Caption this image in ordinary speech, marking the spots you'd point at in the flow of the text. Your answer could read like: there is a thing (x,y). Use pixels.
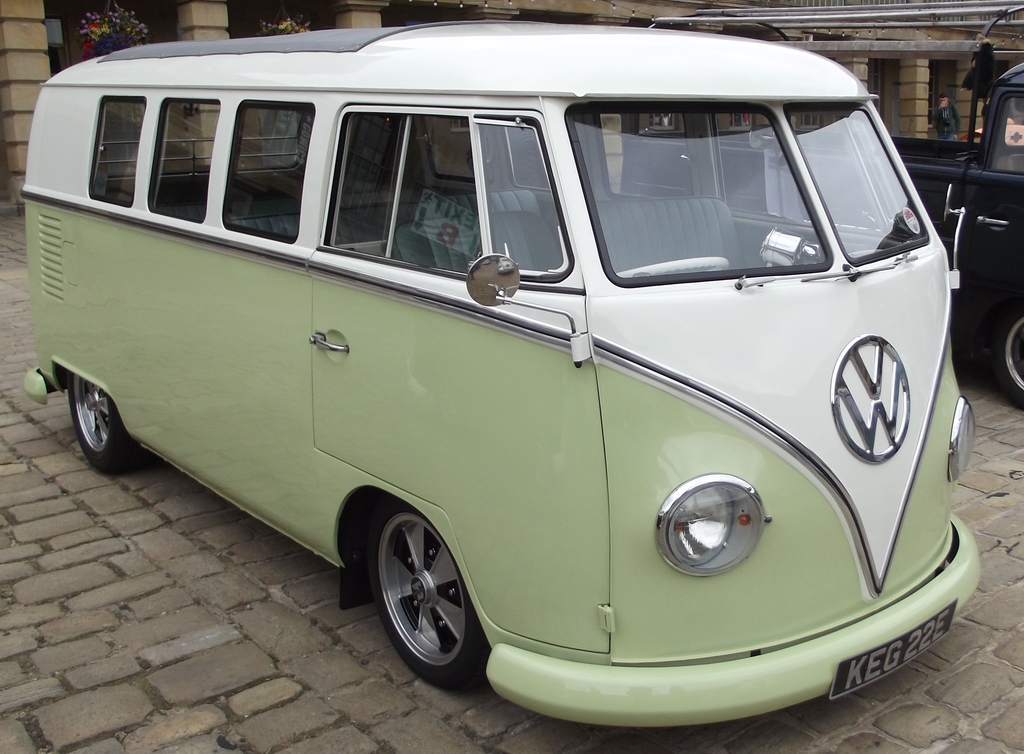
In the center of the image (429,359) we can see one vehicle (370,372), which is in green and white color. In the vehicle (549,235), we can see one banner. In the background (132,11) there is a building (356,11), plants (112,31), pillars (363,11), one person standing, one vehicle (980,260) and a few other objects (979,59).
